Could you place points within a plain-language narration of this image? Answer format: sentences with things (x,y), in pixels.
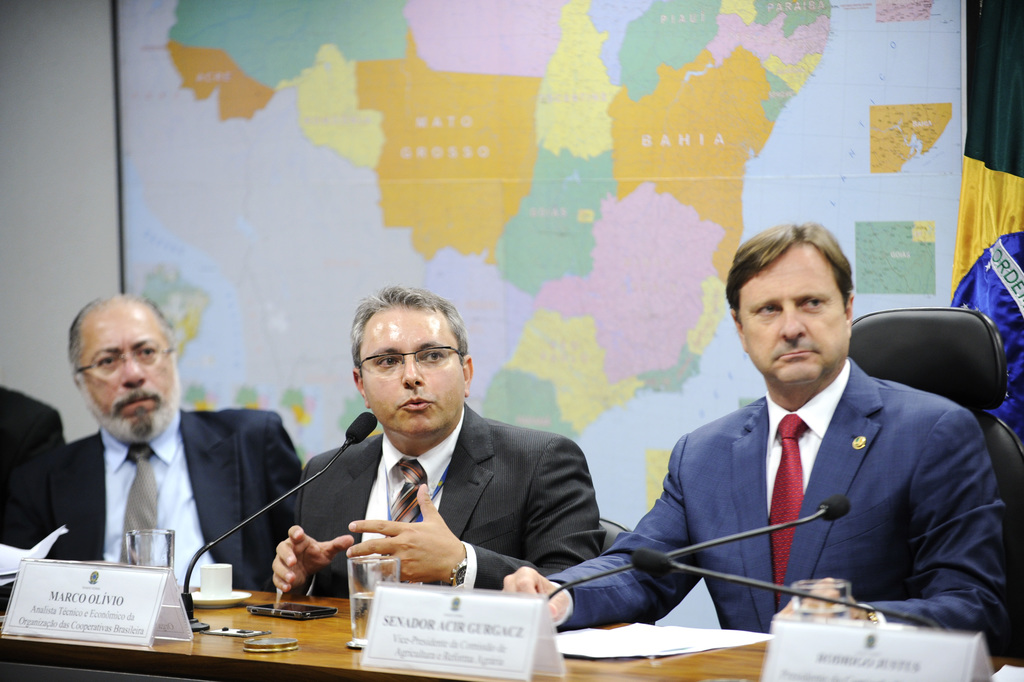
In this image there are four people (887,577) sitting on the chairs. In front of them there is a table (663,667). On top of it there are name boards (150,620). There are glasses (394,567), mike's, papers (20,556). There is a mobile (287,612) and a cup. Behind them there is a map (337,119) on the wall (36,197). On the right side of the image (994,214) there is a cloth (974,193).
